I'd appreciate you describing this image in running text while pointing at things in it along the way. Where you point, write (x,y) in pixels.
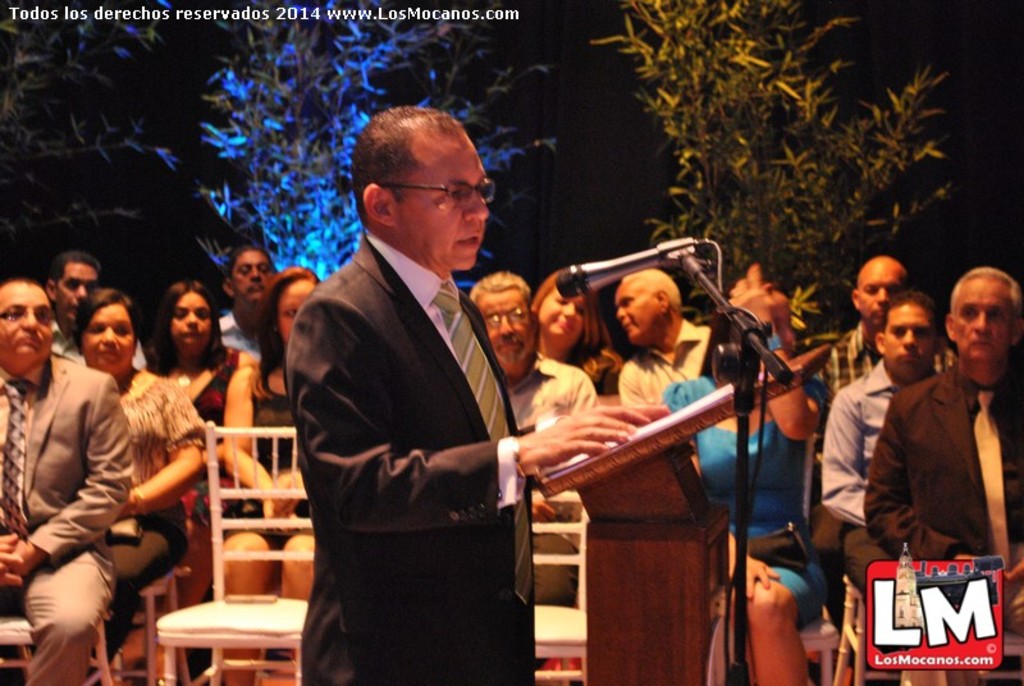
In this image there is a man (581,428) standing and talking in a microphone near a podium (736,400), and at the back ground (765,455) there are group of people (248,411) sitting in chairs (212,435), tree (289,243).
